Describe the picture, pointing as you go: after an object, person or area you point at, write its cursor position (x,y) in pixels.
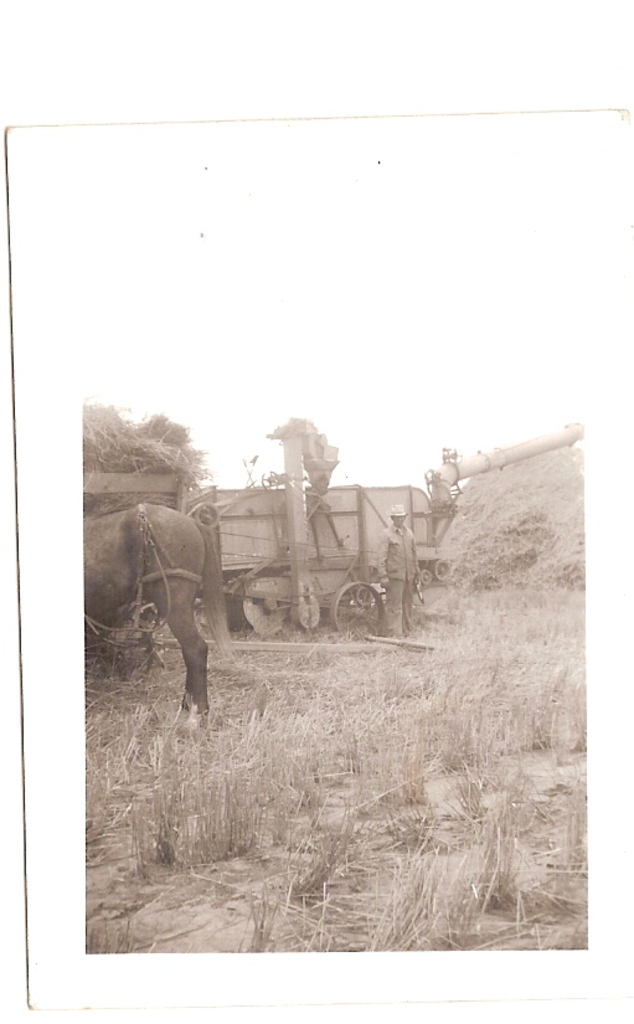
This is a black and white image. At the bottom of the image (246,834) I can see the grass (202,781). To the left side (143,566) there is an animal (115,580). Beside that I can see a vehicle (303,535) and a person (399,570) is standing. On the top of the image (401,294) I can see the sky (304,292).
